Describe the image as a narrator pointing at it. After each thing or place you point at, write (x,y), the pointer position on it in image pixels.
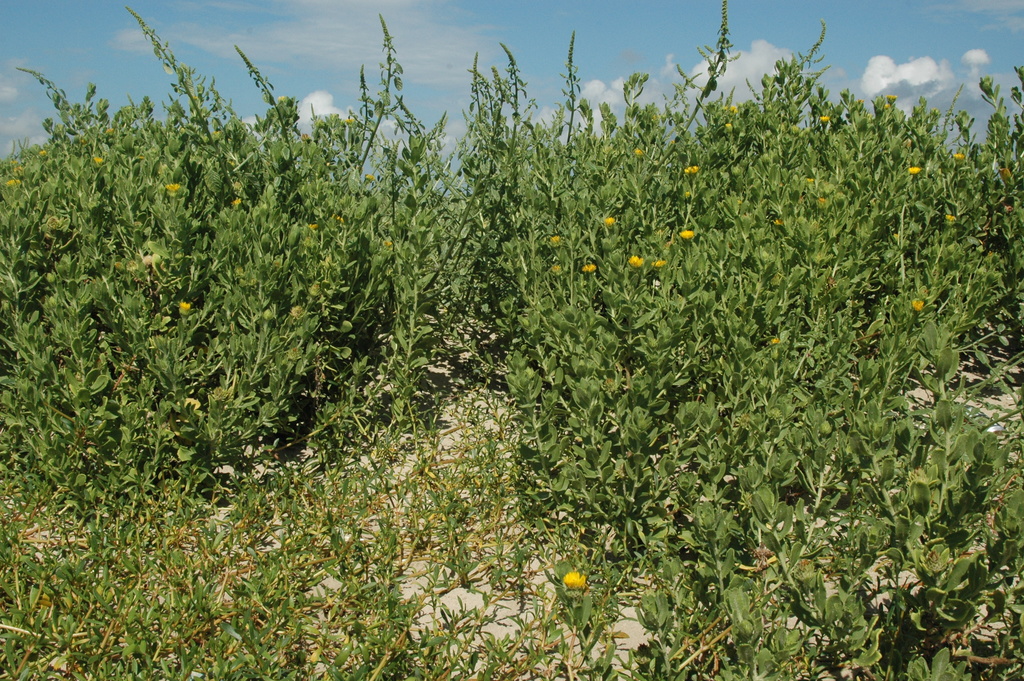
In this picture we can see few plants (487,309), flowers (151,259) and clouds (439,83).
